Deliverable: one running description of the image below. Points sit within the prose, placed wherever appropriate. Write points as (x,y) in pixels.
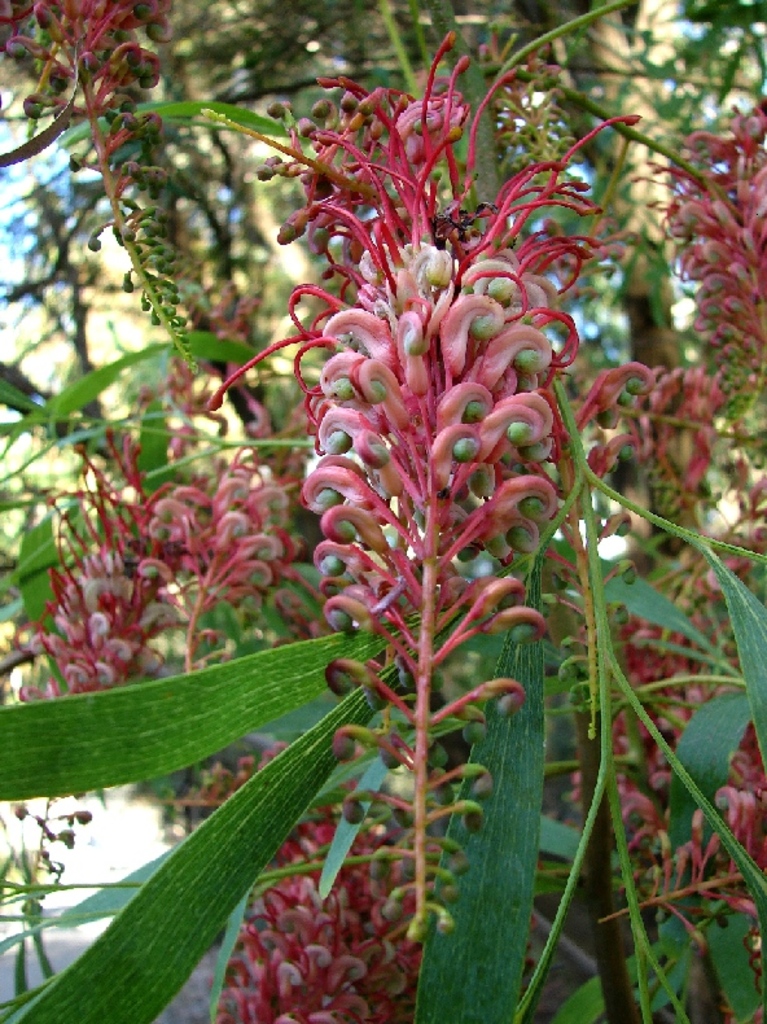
In this image in the foreground (439,479) there are some plants (509,762) and flowers (535,416), and in the background (281,18) also there are trees (291,73). At the bottom (107,825) there is a walkway (121,813).
